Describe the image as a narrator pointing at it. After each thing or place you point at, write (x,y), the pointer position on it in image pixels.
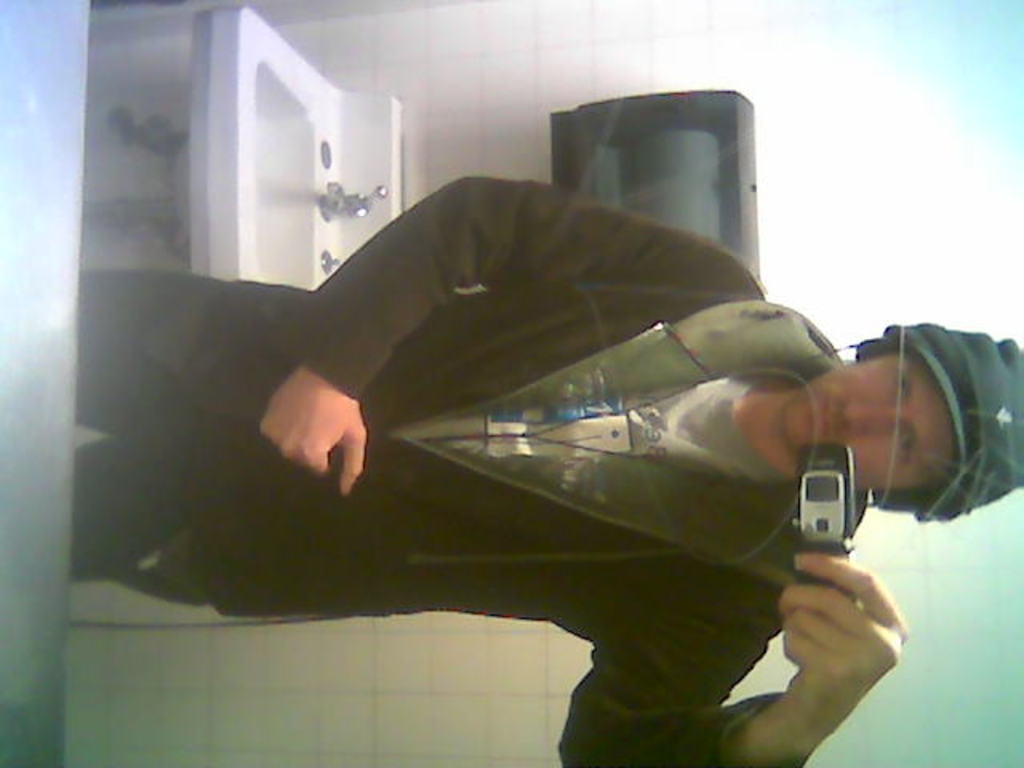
In this image, we can see a person (787,597) holding a mobile phone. In the background (356,40), we can see a wall (163,215) with an object (624,145). We can also see a sink (240,123).
